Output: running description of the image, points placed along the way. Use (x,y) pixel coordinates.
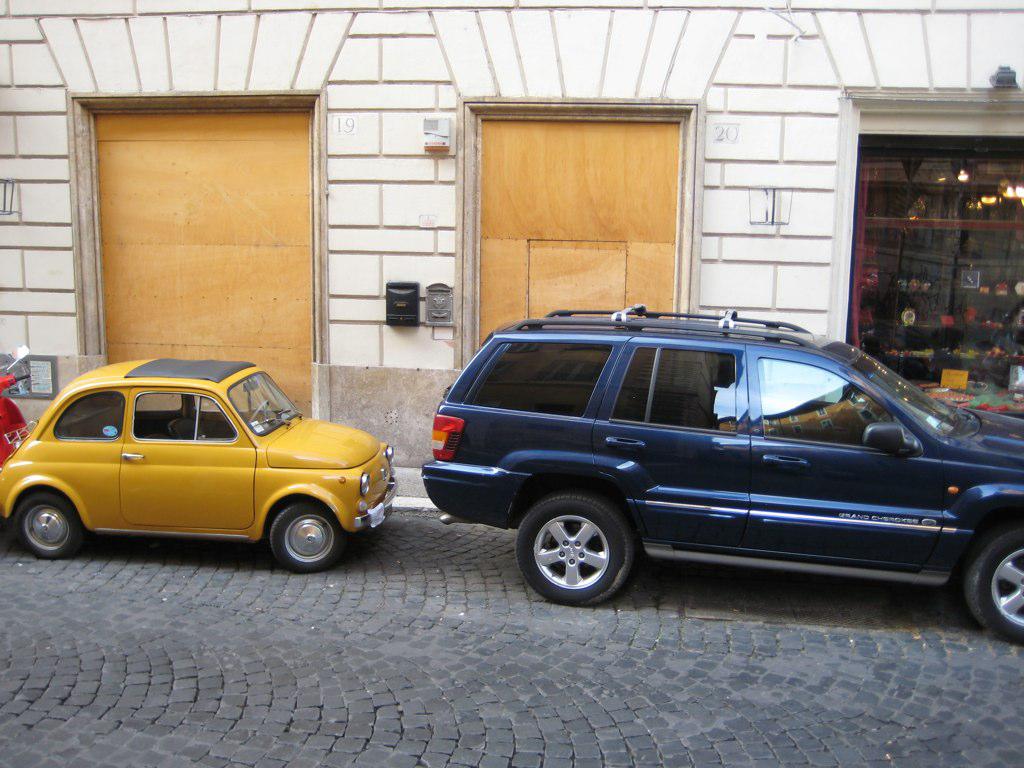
This image is taken outdoors. At the bottom of the image (257,673) there is a road (648,690). In the background (562,189) there is a building (201,166) with a wall (61,181), doors (528,203), switch boards (434,294) and a store (908,268) with many things (915,218) in it. In the middle of the image (549,391) two cars (556,430) and a bike (14,399) are parked on the road (626,591).
